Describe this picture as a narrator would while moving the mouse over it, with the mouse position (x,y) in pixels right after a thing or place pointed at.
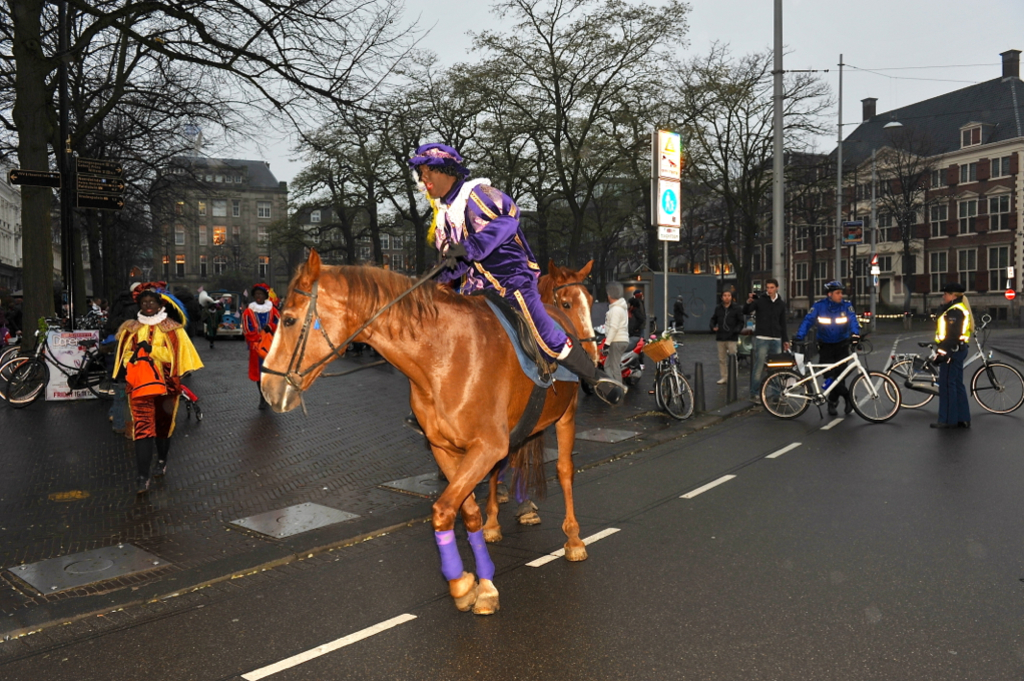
In the foreground (436,324) I can see a person (603,383) is riding a horse (520,400) on the road (525,644), crowd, fleets of bicycles (763,393) and a horse (520,501) is standing on the road (548,501). In the background (268,260) I can see vehicles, trees (110,273), buildings (369,259), boards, light poles (777,252), wires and the sky (752,18). This image is taken may be on the road (624,456).
